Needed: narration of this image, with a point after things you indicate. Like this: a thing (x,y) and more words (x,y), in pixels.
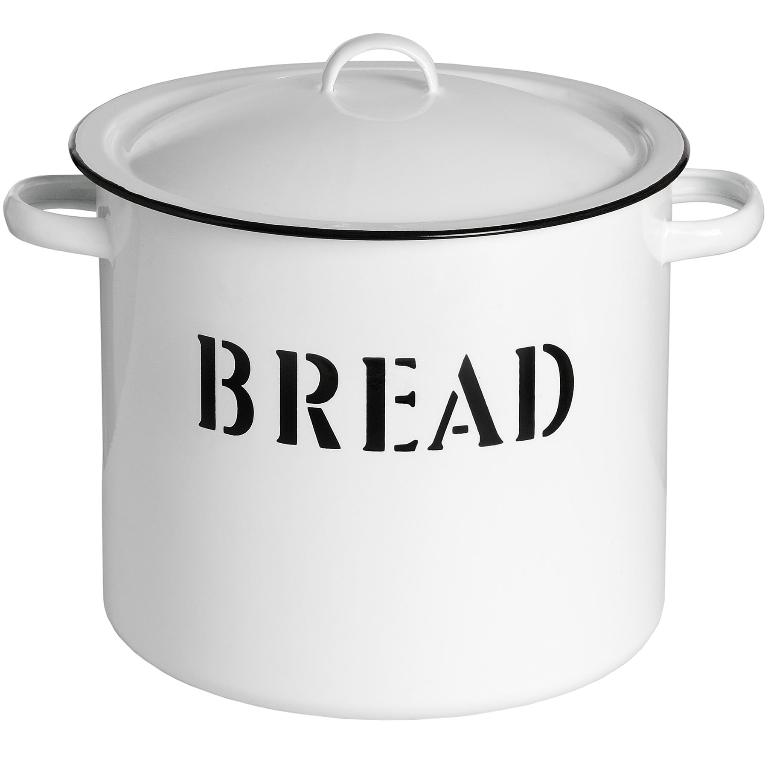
In this picture we can see an utensil (406,548) and in the background (26,416) we can see it is white color.
